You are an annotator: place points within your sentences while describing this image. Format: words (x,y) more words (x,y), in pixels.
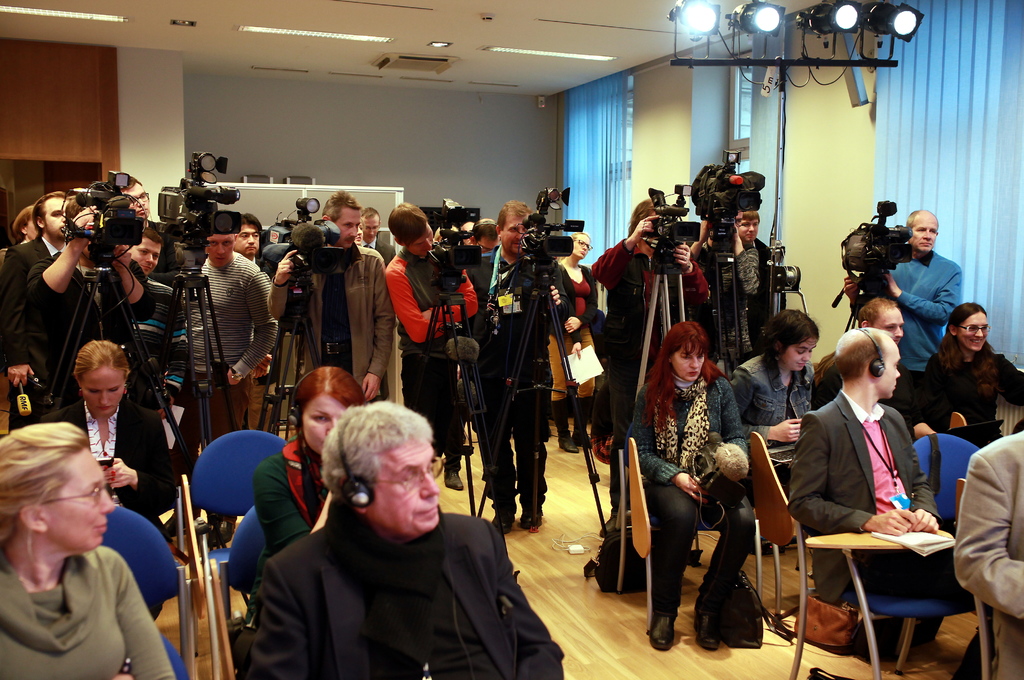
There are many persons (861,393) sitting. In the front (877,380) two persons (848,484) wearing black dress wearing headsets (359,495). In the back (66,277) there are many persons (520,272) standing and holding video cameras (444,249). On the right side (894,151) there are blue curtains (952,137). There are light strings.
